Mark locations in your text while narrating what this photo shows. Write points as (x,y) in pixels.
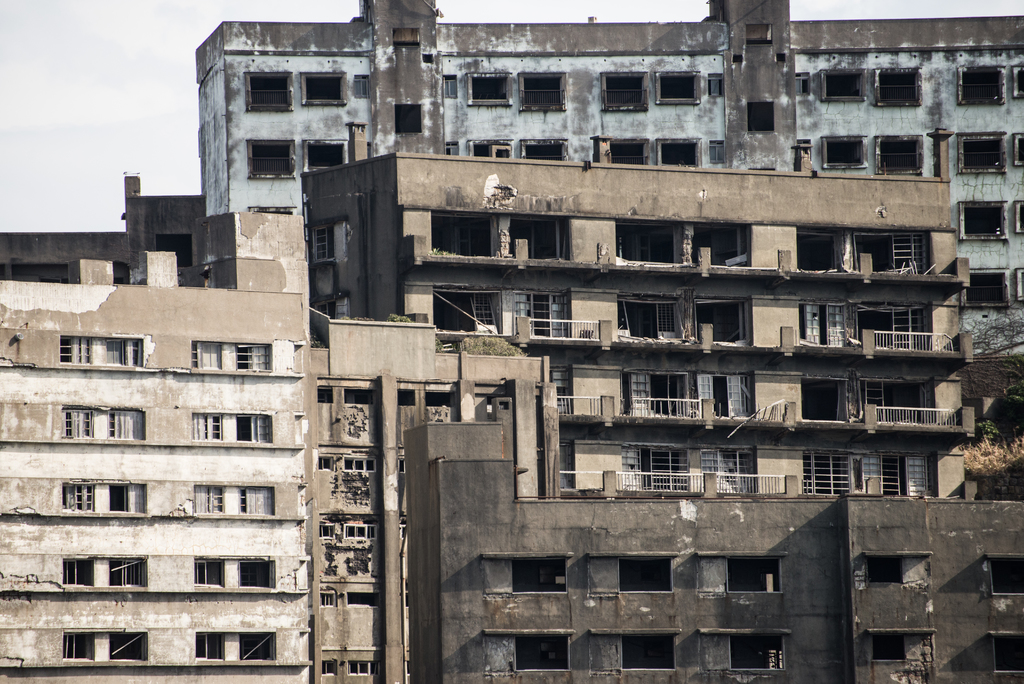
In this image there are tall buildings (462,358) one beside the other. At the bottom (475,636) there is a building (327,613) to which there are holes (341,542). It seems like they are old buildings (578,287).
